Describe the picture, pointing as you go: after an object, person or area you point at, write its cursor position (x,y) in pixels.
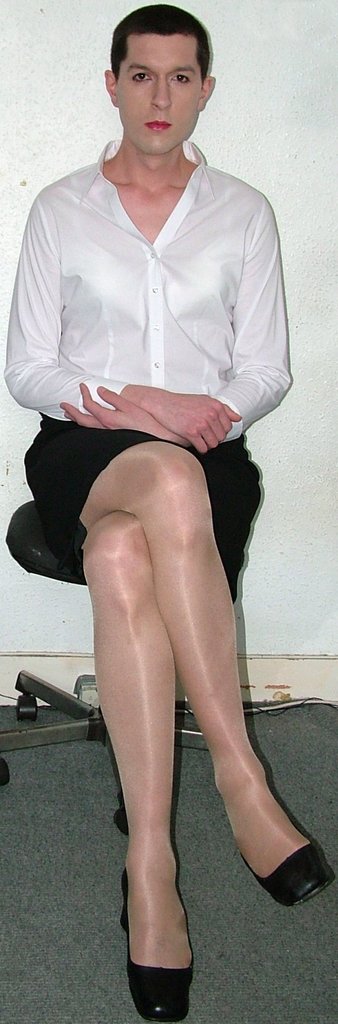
In this image we can see a person (153,542) sitting on a chair (91,737). We can also see a wall (323,694).
